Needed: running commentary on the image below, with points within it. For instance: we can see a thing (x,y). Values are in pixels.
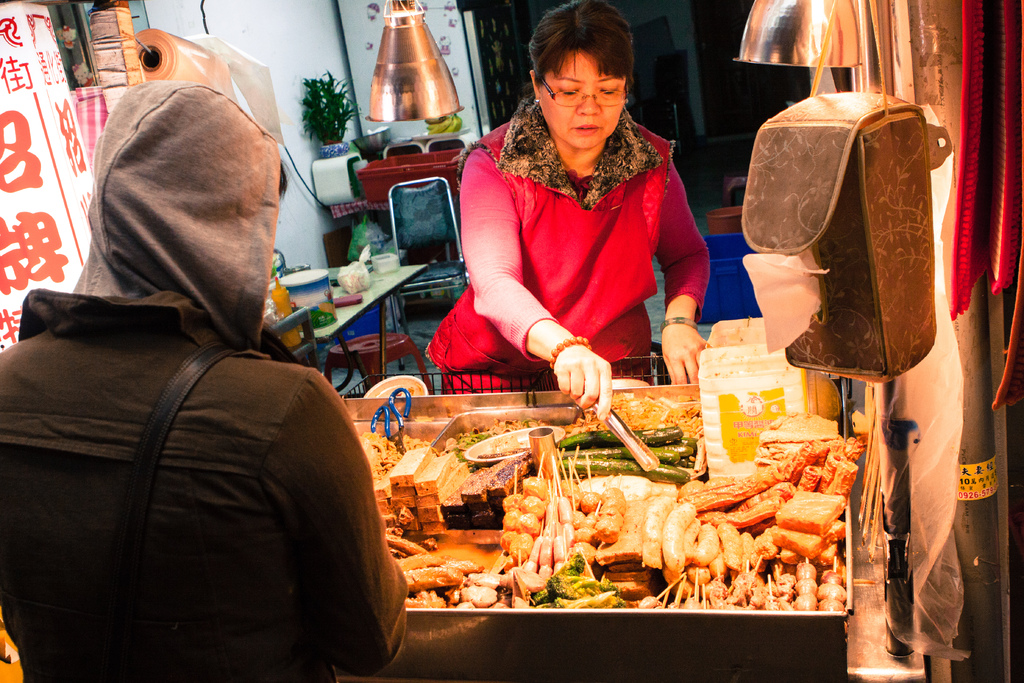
In the image I can see a place (486,398) where we have two people (496,367) standing in front of the table (755,664) on which there are some things (434,462) placed and around there are some chairs (417,248), table (384,300), bag (870,199) and some other things (819,402).
